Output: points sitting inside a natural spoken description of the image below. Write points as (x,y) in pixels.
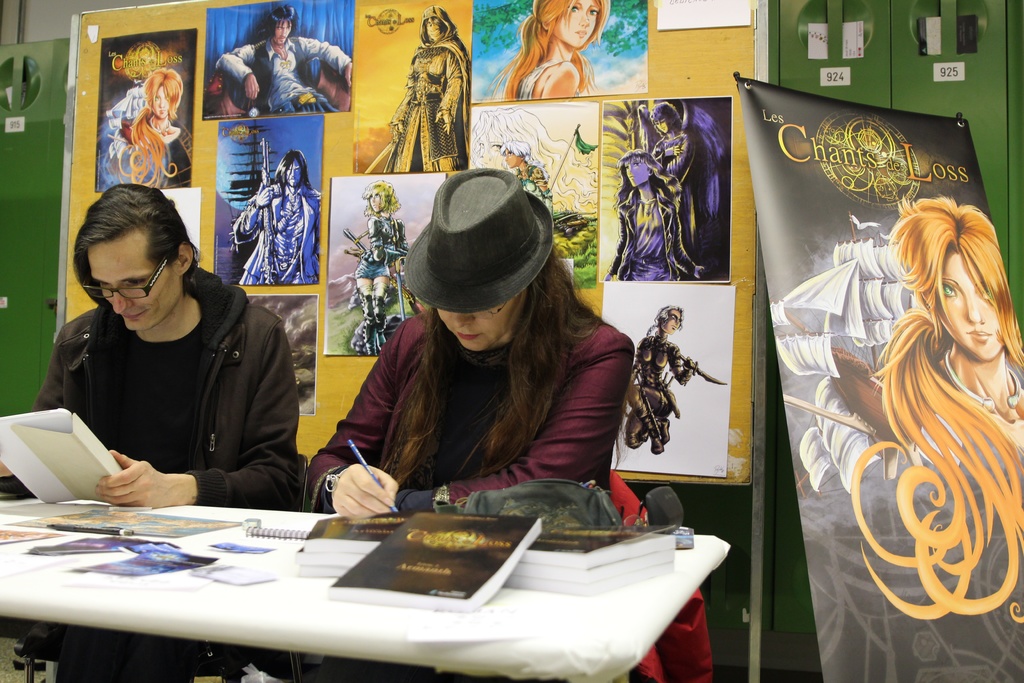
In this image I can see two people (280,429) with different color dresses (250,401) and one person (429,262) with the hat (451,290). These people (179,432) are holding a pen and the papers (75,460). In-front of these people (339,474) I can see the books (359,540), papers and posters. In the background (388,260) I can see the posters (391,272) to the board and the banner (817,200). I can see the green color lockers (882,83) and the wall (63,20).
